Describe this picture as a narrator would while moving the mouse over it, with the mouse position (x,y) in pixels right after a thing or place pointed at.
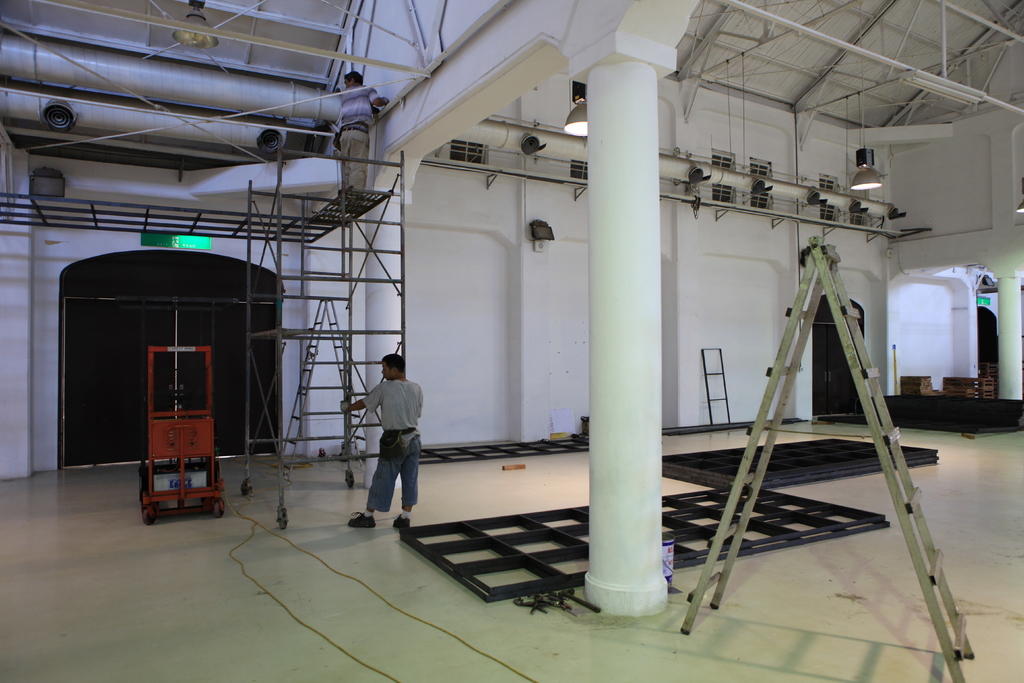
In this image, I can see a person (362,527) standing and holding an object (344,399). This is a kind of vehicle (180,494). I can see the pillars (1010,358). I think this picture was taken inside the building (654,318). These are the pipes (241,106). I can see the lamps (855,174), hanging to the roof (842,121). This is a ladder (733,560). I think these are the iron grills (828,476). I can see another person (362,168) standing on the ladder (342,212). This is a door (123,327).
